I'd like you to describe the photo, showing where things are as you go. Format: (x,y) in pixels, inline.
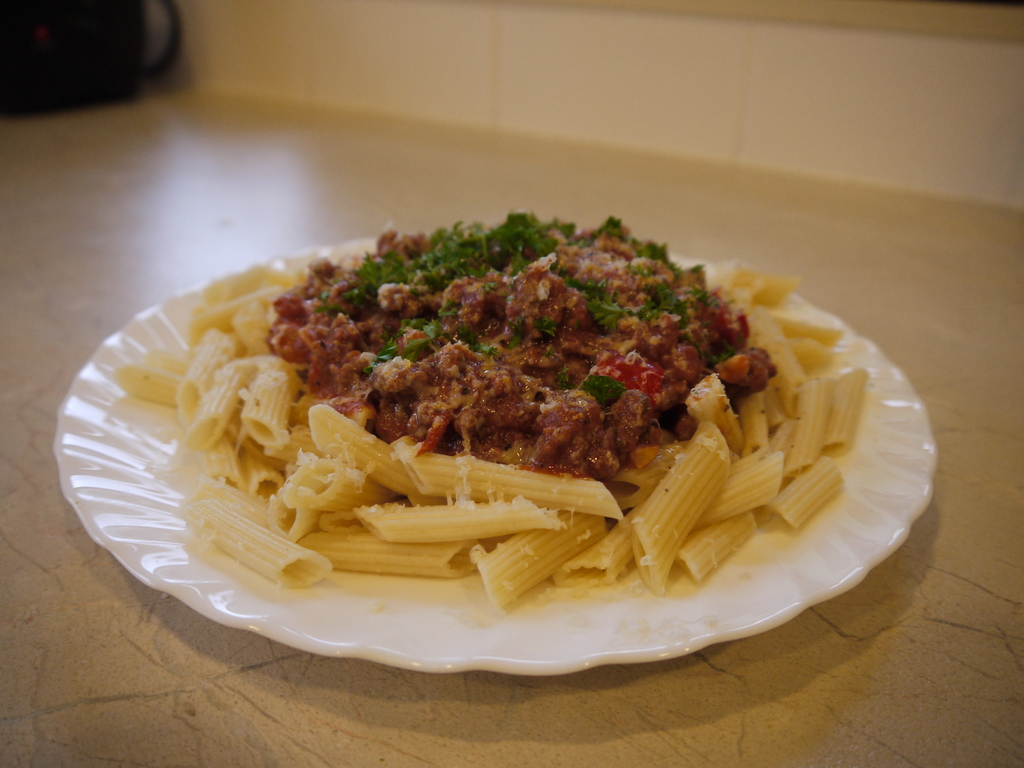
In the center of the image (544,455) we can see a plate (468,584) which contains food (616,546) is present on the countertop (928,743). At the top of the image (632,78) we can see the wall (737,70). In the top left corner (35,88) we can see a cup (125,52).
